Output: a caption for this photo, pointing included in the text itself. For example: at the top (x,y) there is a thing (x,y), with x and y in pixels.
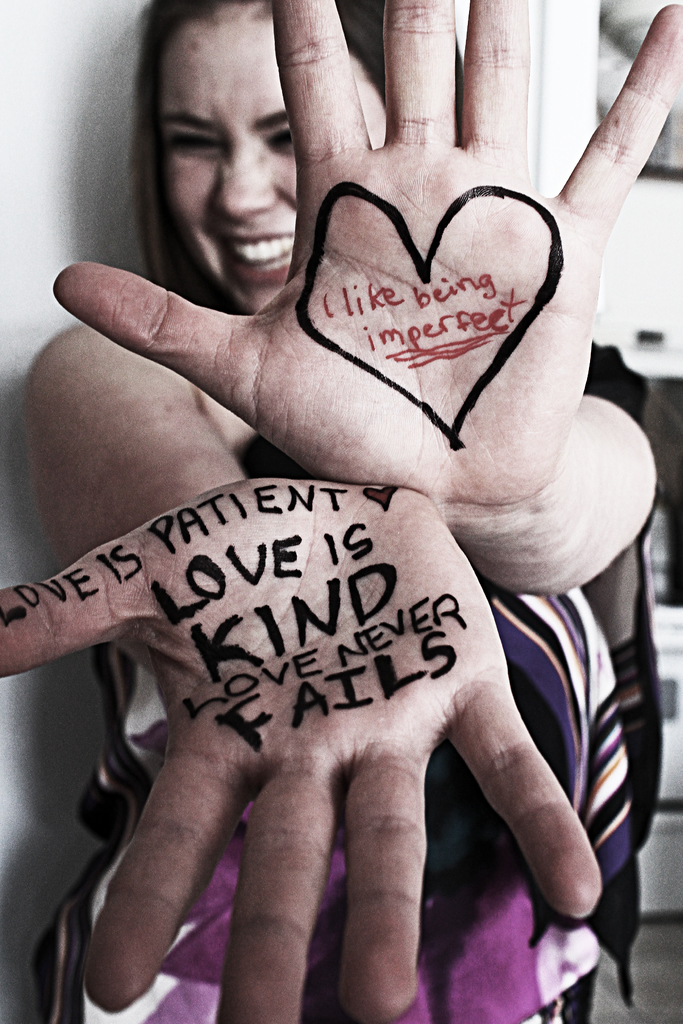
In the middle of the image (415,634) a girl (289,256) is standing and she is showing her palms (286,622). There is a text (292,561) on her palms (401,325). In the background (72,673) there is a wall (591,67).
